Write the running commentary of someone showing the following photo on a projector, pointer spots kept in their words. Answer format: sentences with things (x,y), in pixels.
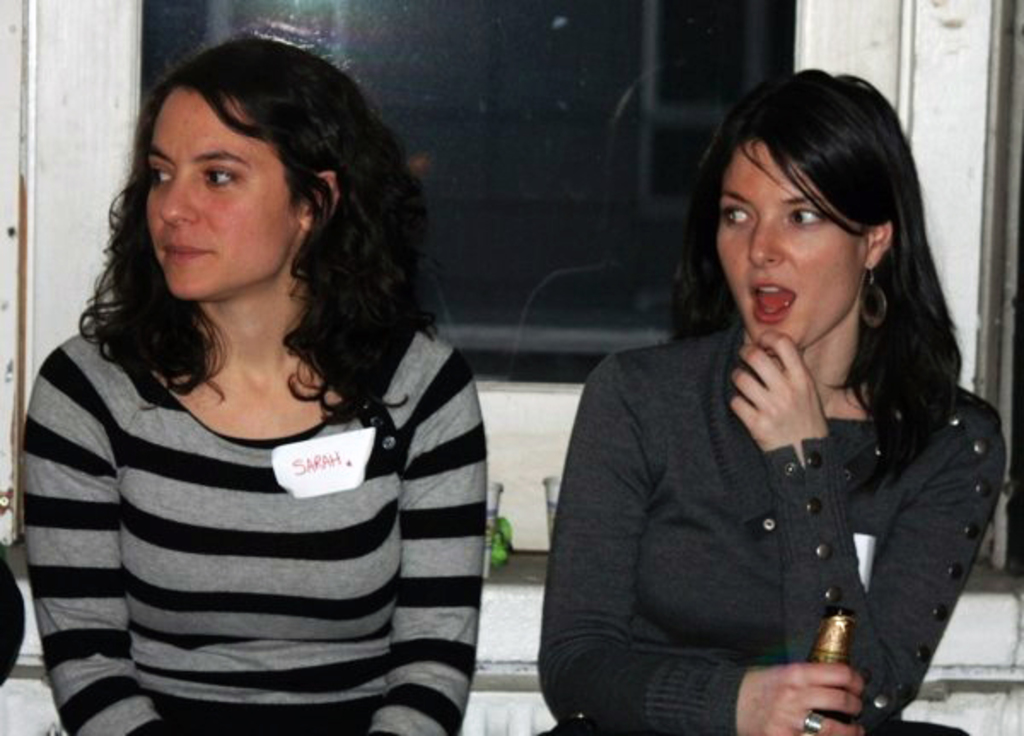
In this image I can see two women (399,254) sitting facing towards the left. I can see a window (522,125) behind them. The person (878,520) on the right hand side (923,266) is holding a bottle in her hand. The person (238,438) on the left hand side (312,462) is wearing a sticker (370,444) with some text (325,462) on her shirt (245,481).
